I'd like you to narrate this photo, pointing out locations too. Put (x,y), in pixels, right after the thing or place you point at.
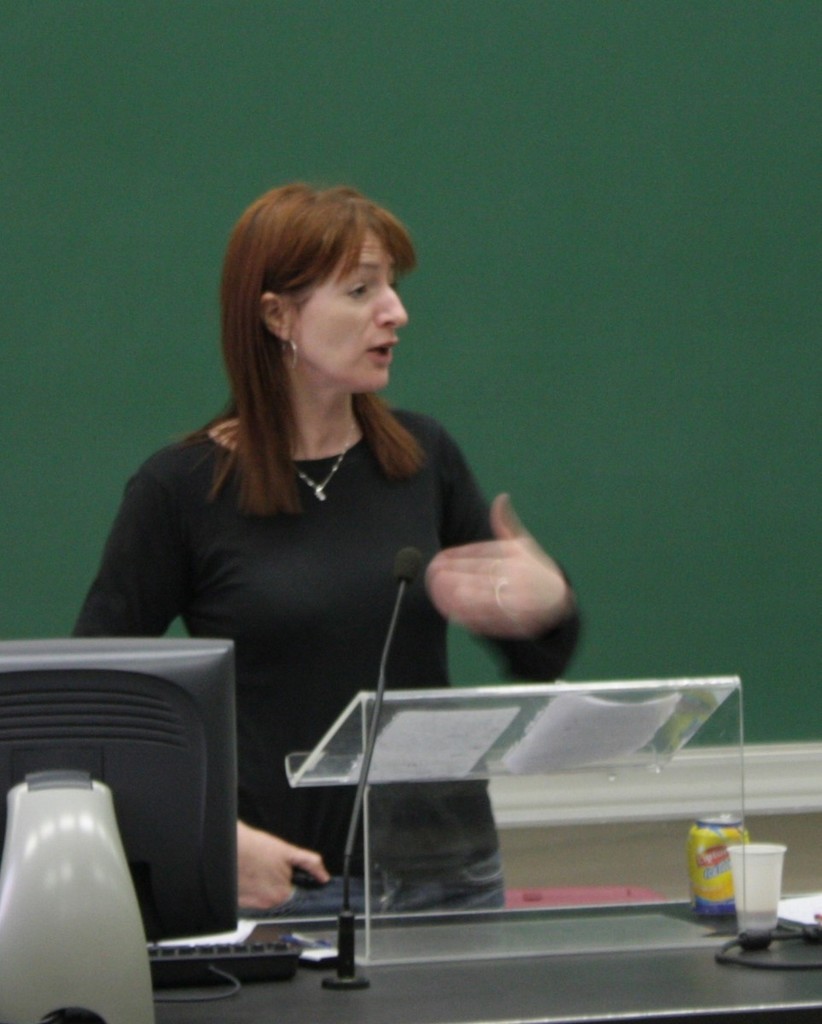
In this image we can see a woman (530,565) standing beside a table (796,970) containing a monitor (149,905), keyboard (244,959), a speaker stand (493,756) with some papers (397,748) on it, a mic (381,677) with a stand (350,842), a tin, glass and a wire (749,946) which are placed on it. On the backside (587,464) we can see a wall (608,464).
